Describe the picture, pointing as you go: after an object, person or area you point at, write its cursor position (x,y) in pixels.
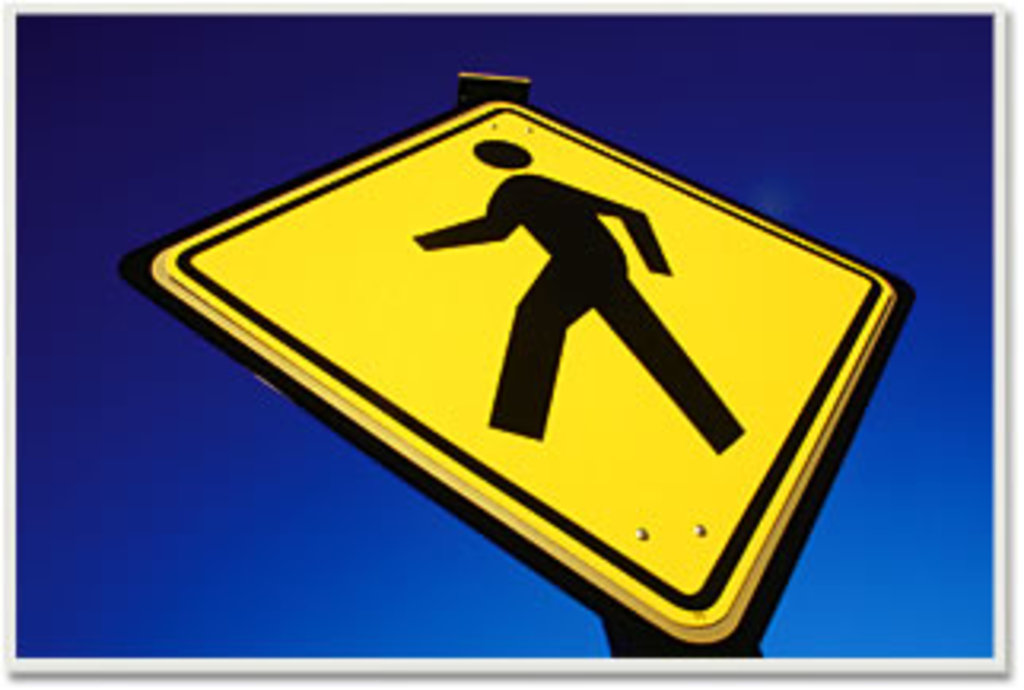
In the center of the image (505,408) we can see a sign board (830,429). And we can see the blue colored background (940,492). And we can see the white colored border (18,7) around the image.
